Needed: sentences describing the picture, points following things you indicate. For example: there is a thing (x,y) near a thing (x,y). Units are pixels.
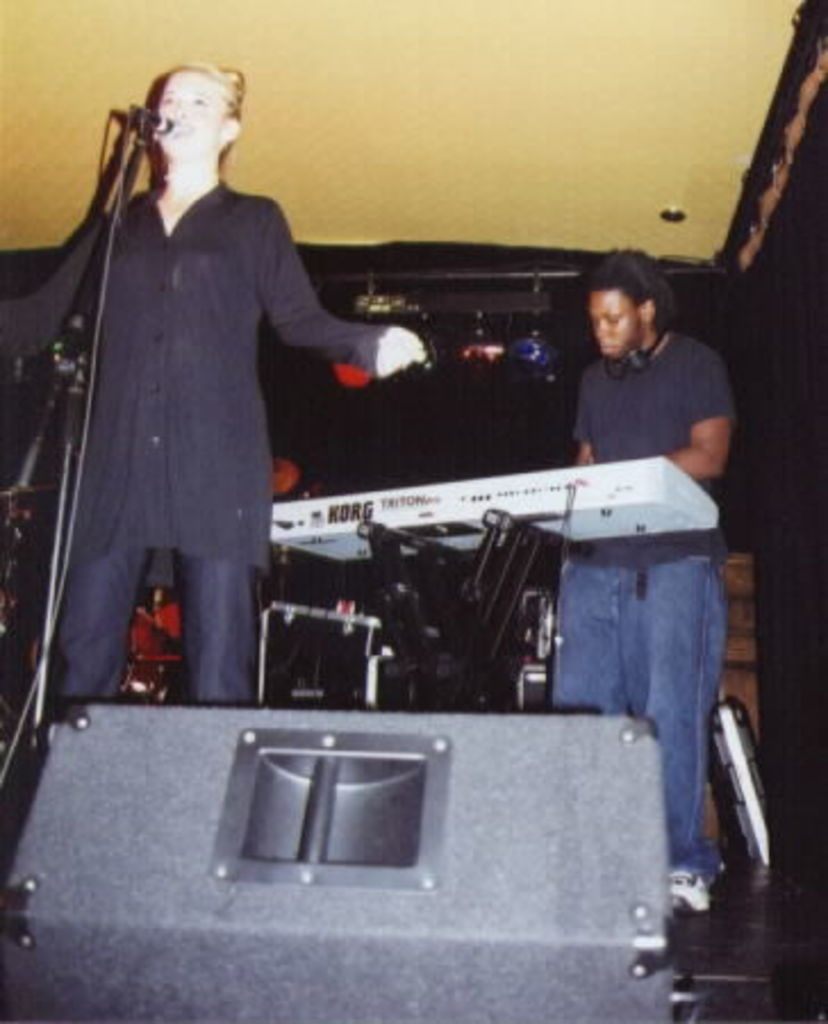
This image of two persons (616,393). On the left (150,469), the woman (109,445) wearing a black dress (140,479) is singing. On the right (675,563), the man (559,612) is playing piano (443,520). At the bottom (417,937), we can see a speaker (276,829). In the middle (385,559), there are musical instruments (26,511). At the top (375,94), there is a roof (352,103).
